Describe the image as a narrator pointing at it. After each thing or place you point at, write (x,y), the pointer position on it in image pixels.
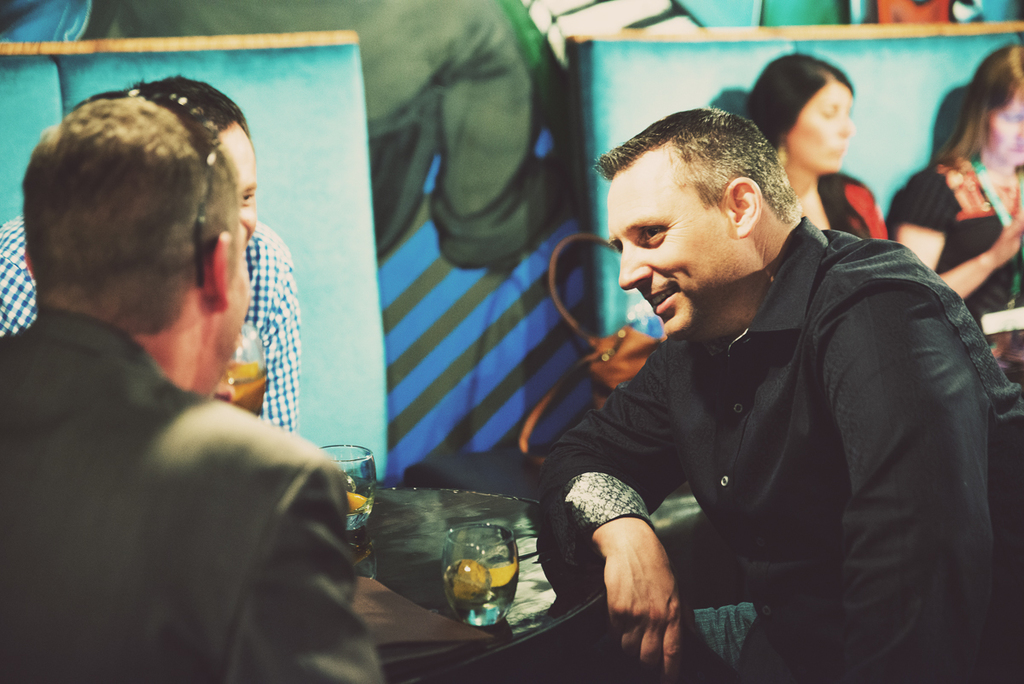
In this image in the front (149,346) there are group of persons (278,395) sitting and smiling. In the center (344,454) there is a table (433,563) and on the table (415,555) there are glasses (367,493). On the right side (1010,149) there are persons (949,163) visible. In the background (525,92) there is a wall (476,131) and on the wall (457,125) there is a painting (438,87).
